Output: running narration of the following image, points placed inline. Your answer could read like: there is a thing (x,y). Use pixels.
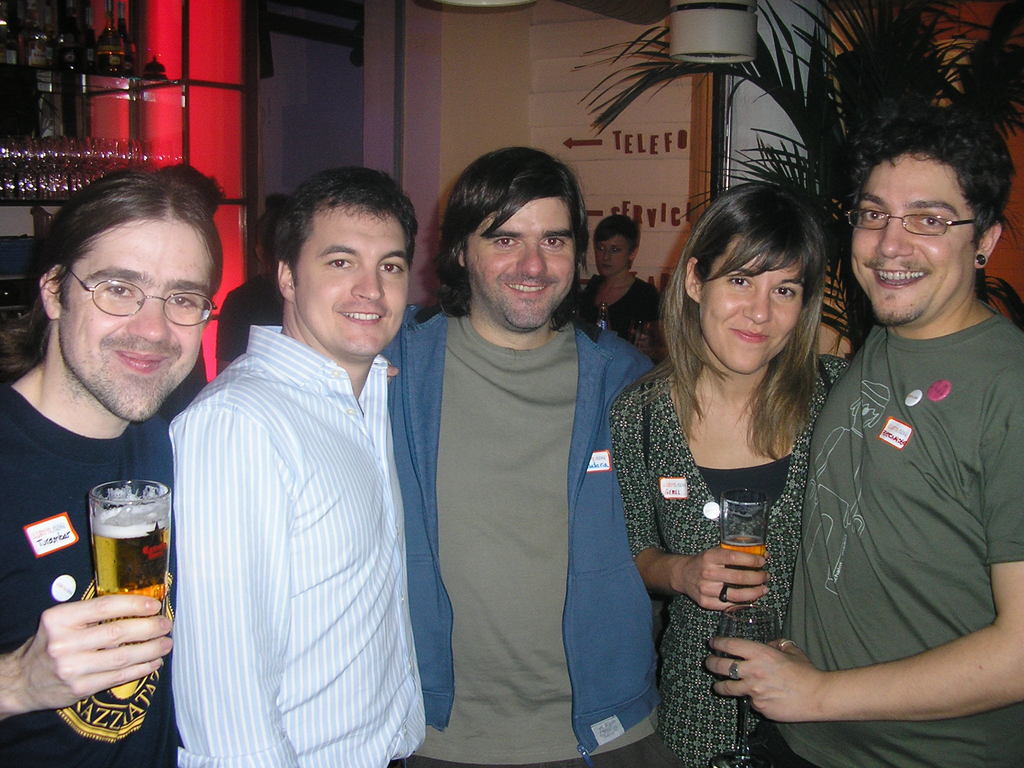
There are five people (68,531) standing in front of the image and everyone is smiling. The first left guy (115,298) is holding a beer glass (116,531) in his hand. There is a wall (515,60) in the background (519,64) and also women (609,280) standing there. This is the tree (899,79) or plant (823,86) placed back side of the image.
